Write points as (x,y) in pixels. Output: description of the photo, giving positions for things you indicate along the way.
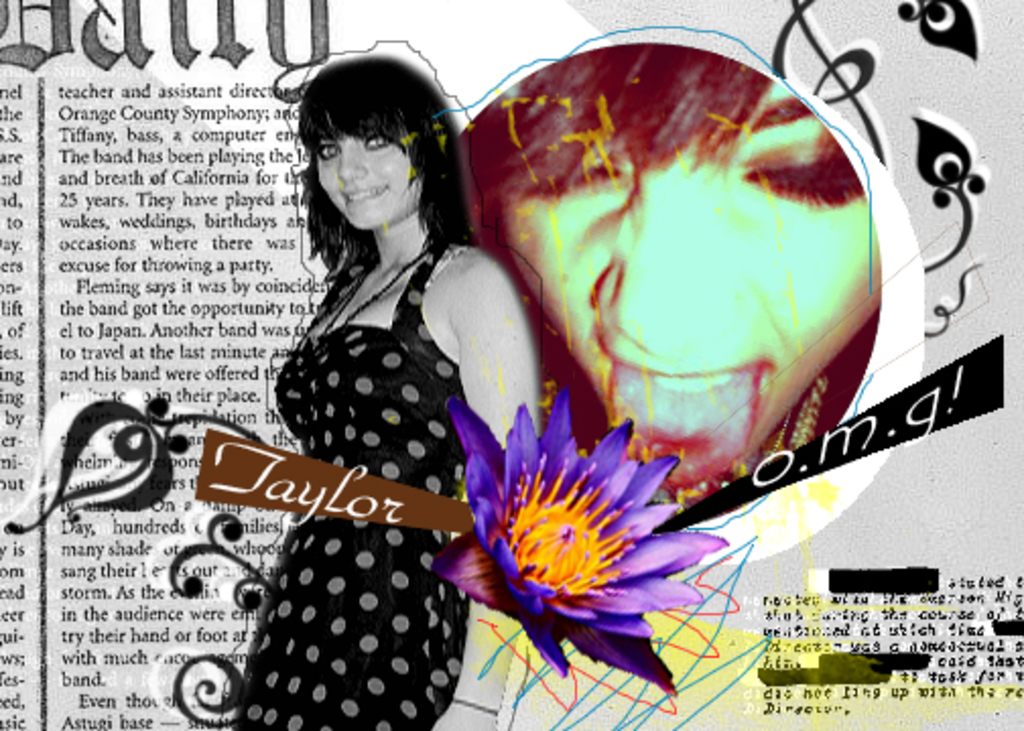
In this image I can see a woman (381,553) is standing and smiling. Here I can also see purple color flower (565,531) and something written on the image.
